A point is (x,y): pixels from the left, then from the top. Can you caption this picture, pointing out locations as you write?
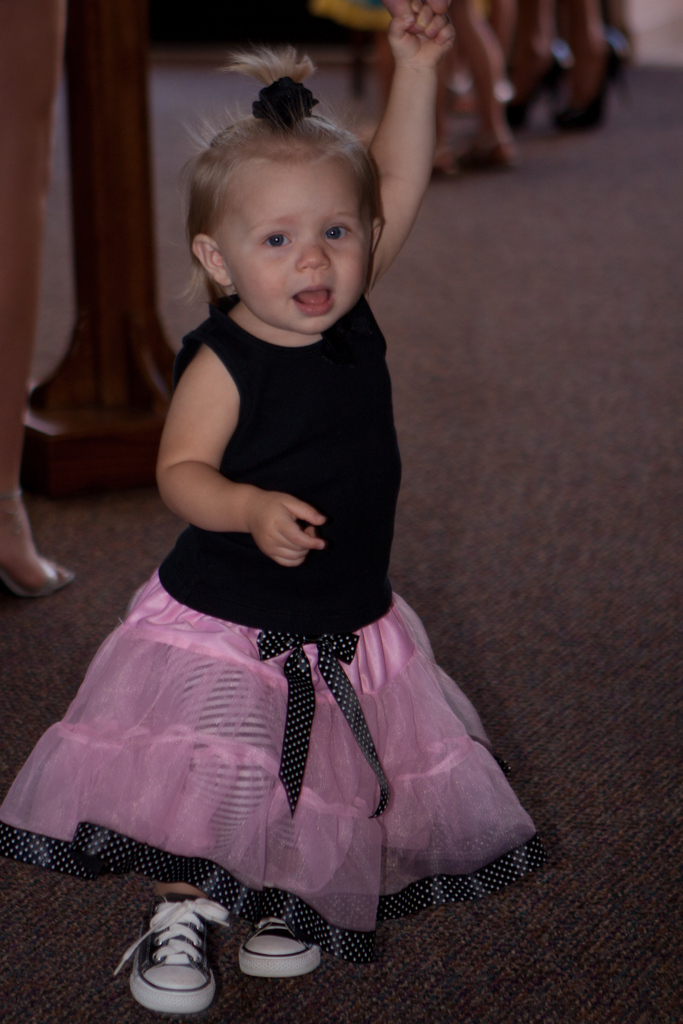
In this image I can see the child (253,573) wearing the black and pink color dress (253,771). And she is also wearing the shoes (152,995). To the side I can see one more persons leg (28,271). In the back (505,11) I can see few more people (490,44) and it is blurry.
